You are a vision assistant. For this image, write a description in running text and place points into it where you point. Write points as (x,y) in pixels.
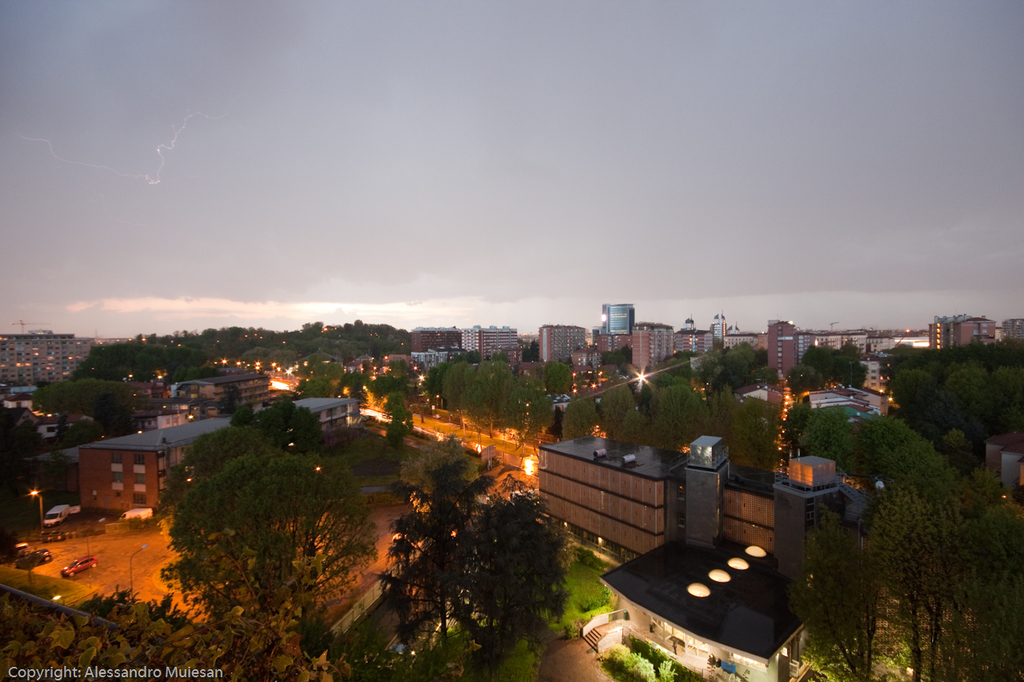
In this image few vehicles (25,557) are on the land (116,554). Background (116,481) there are few trees (537,398) and buildings (438,352). Bottom of image (471,646) there are few plants (658,658), behind there is a house (693,619). Top of image (408,150) there is sky (474,235).
